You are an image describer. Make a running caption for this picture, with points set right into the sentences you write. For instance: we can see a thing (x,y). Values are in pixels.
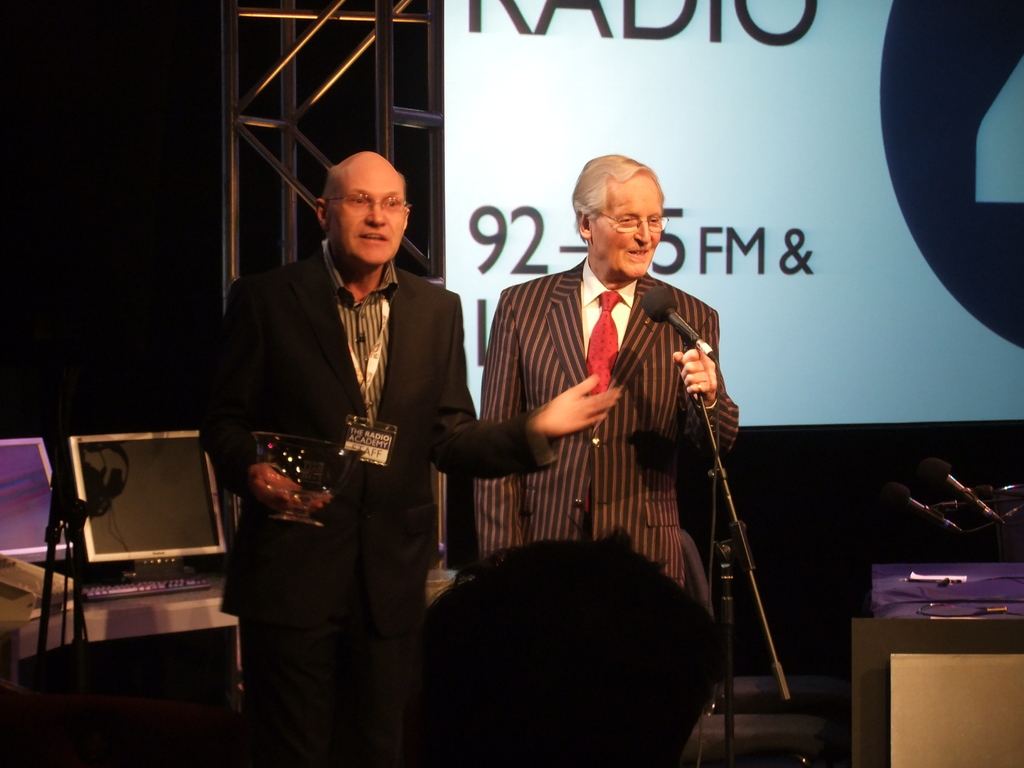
This image is taken indoors. In the background (509,195) there is a poster (568,114) with a text (482,332) on it and there are a few iron bars (306,110). On the left side of the image (131,554) there is a monitor (188,525), a keyboard (91,594) and a headset (83,475) on the table (98,609). On the right side of the image (923,649) there is a table (906,645). In the middle of the image (579,332) two men (463,437) are standing on the floor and there is a mic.
